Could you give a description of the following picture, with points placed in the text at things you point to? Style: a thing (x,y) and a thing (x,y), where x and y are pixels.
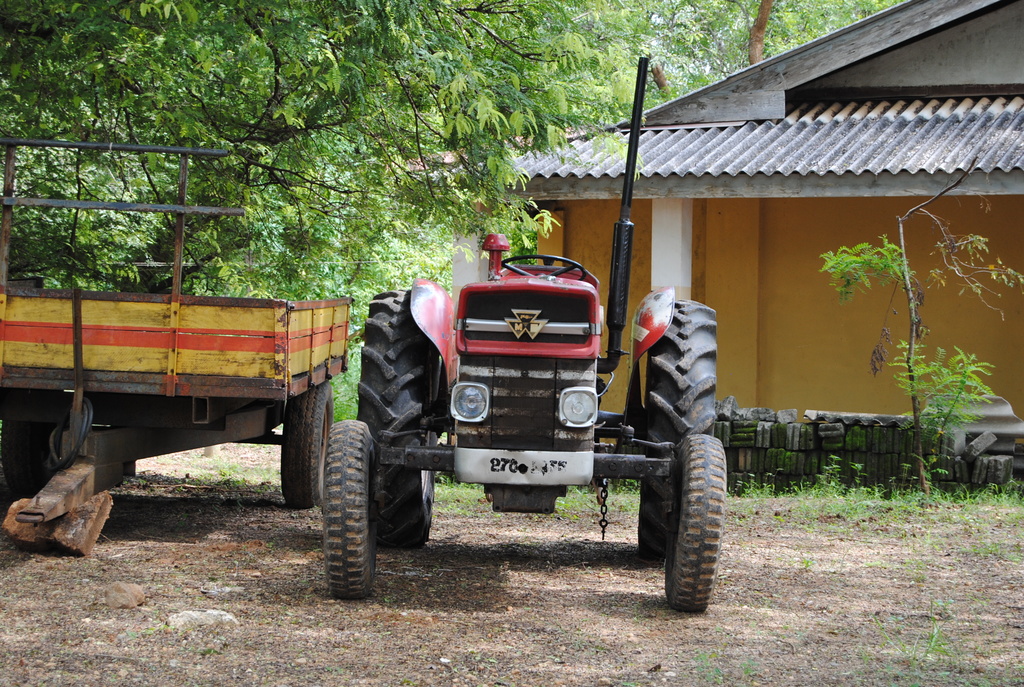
There is a vehicle (614,449) in the foreground area of the image (473,304), there are trees (262,195) and a house (870,62) in the background (306,274).
